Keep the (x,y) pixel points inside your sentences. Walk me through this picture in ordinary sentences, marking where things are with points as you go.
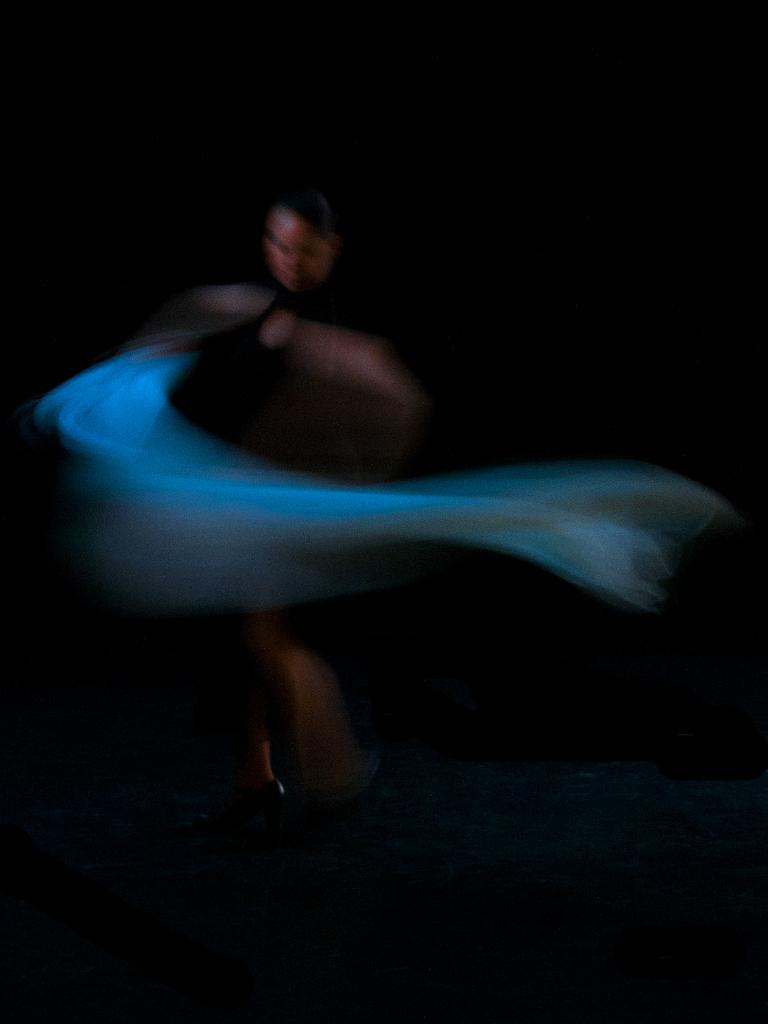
This is a blur image. In this image we can see a woman (302,719) standing on the floor (121,788) holding a cloth (277,560).
